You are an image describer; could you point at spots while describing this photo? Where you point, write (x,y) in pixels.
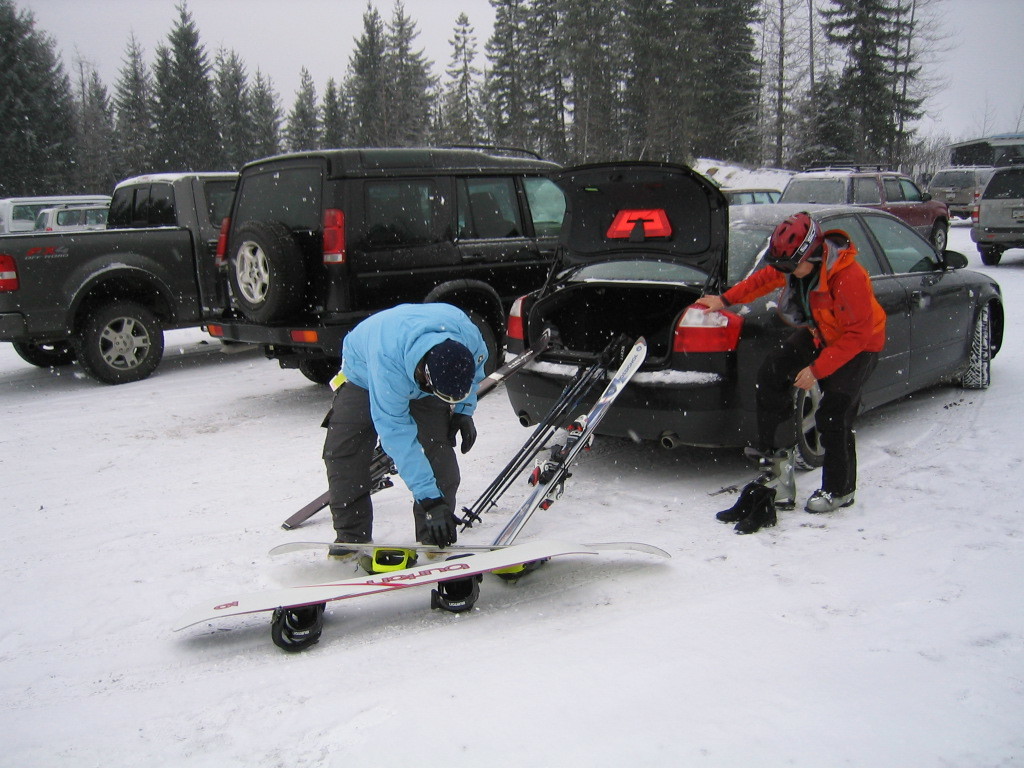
There are two persons (861,304). One person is holding a ski board (381,563). There are vehicles (416,204). In the background (272,118) there are trees (202,94). And the ground (603,597) is covered with snow (203,408).
